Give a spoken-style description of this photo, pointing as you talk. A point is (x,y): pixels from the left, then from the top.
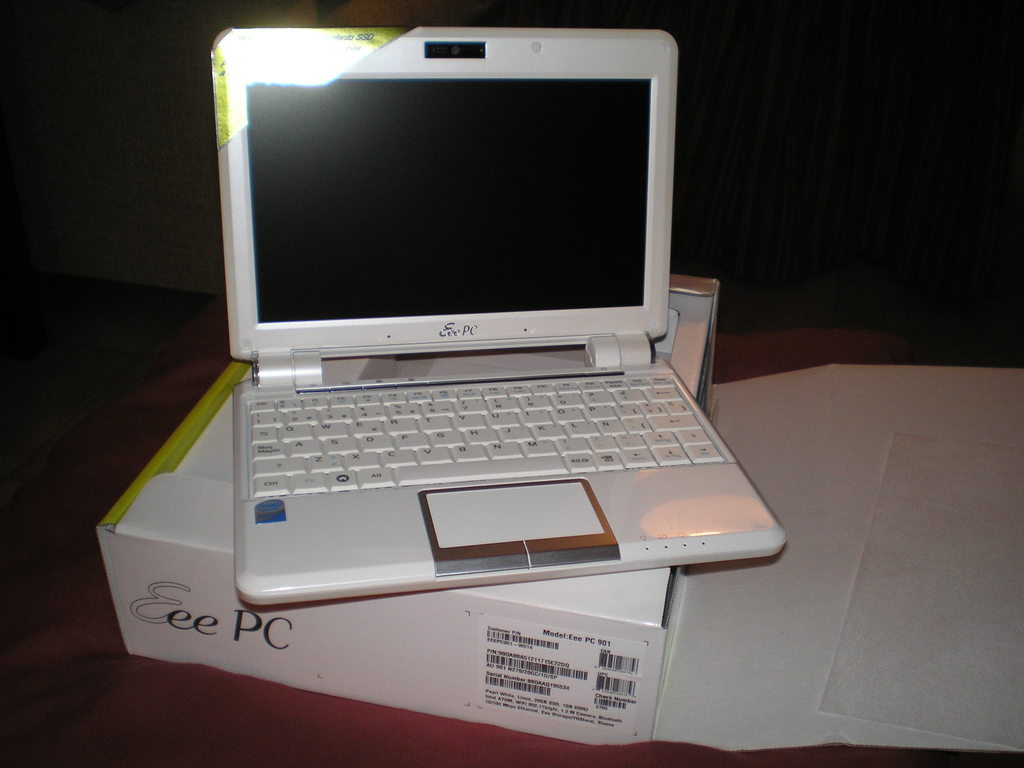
Here in this picture we can see a laptop (378,255) present on a box (227,413), which is present on a table (245,712).
